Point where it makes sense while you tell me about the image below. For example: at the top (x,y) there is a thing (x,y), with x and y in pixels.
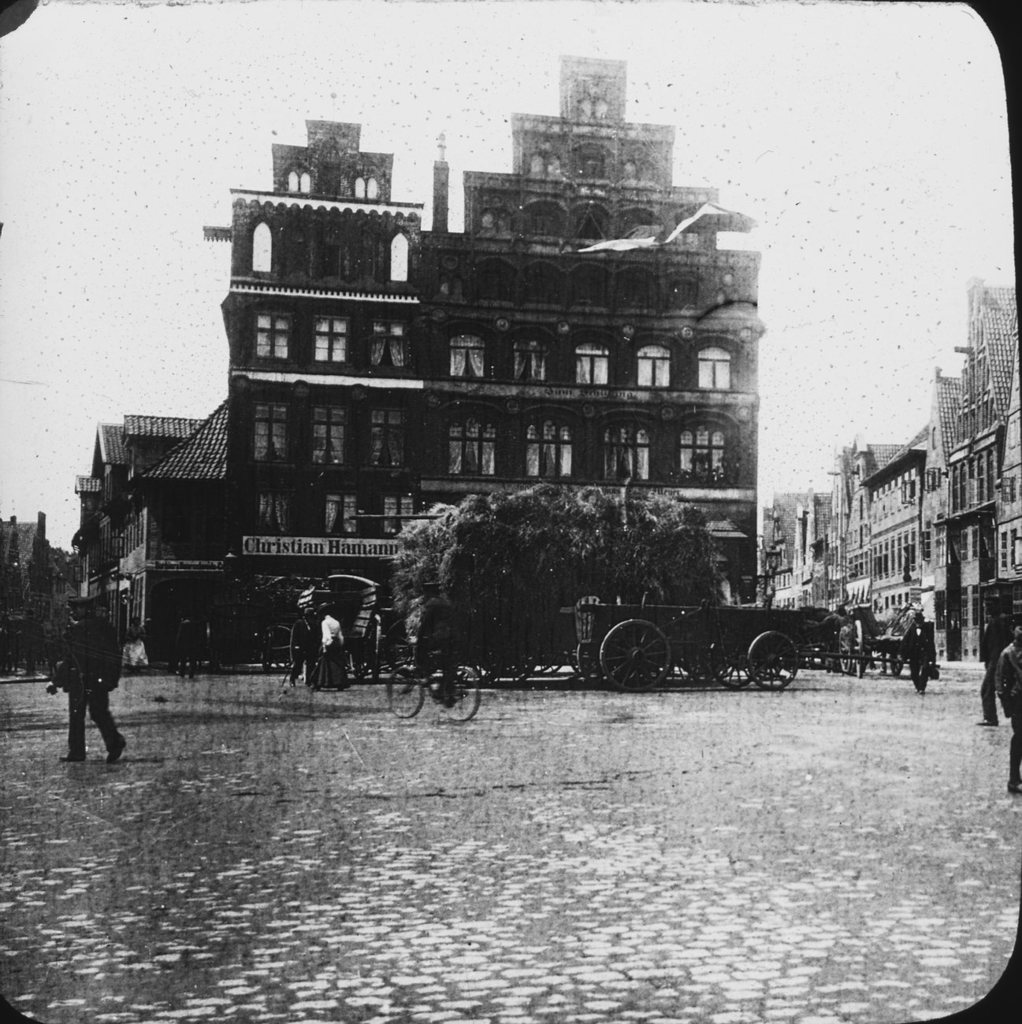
In this picture we can see few buildings (427,417), carts (492,606) and few people (59,677), it is a black and white photography.
